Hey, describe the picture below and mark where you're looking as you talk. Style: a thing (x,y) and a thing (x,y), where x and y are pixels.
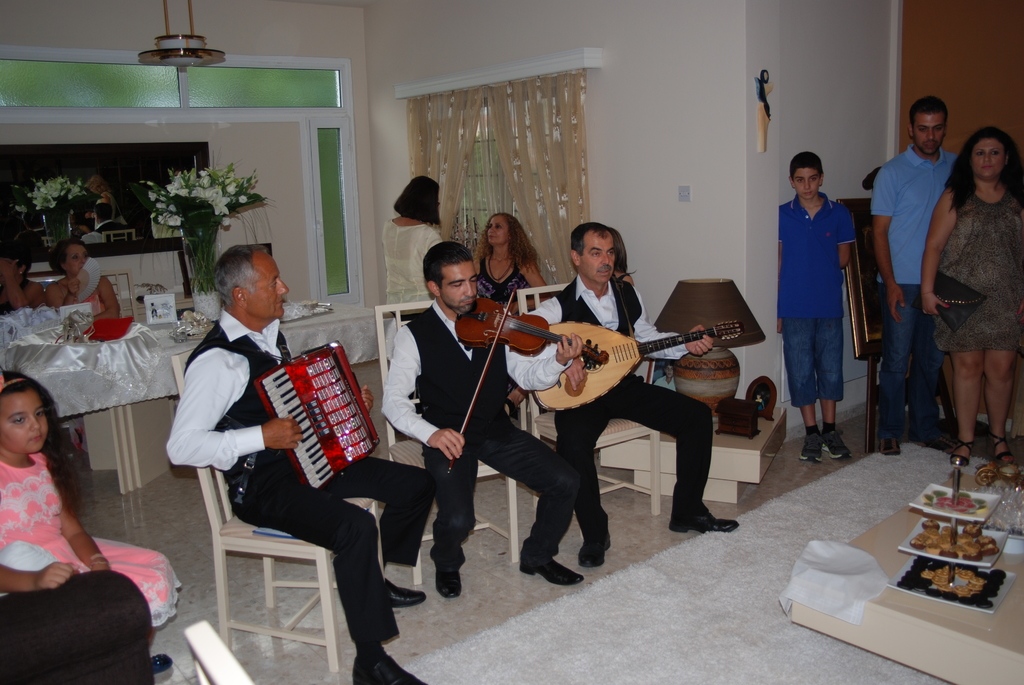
Here in this picture we can see three men (424,407) sitting on chairs (366,503) and playing musical instruments (290,451) present in their hands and we can see other people (12,443) also sitting and standing on the floor (216,594) over there and watching them and on the right side (972,556) we can see a table (910,609) with plates (911,550) of food (940,541) on it over there and behind them we can see table (131,347) over there and we can also see window (494,208) covered with curtains (453,112) and we can see flower vases (218,215) present over there and we can see light (202,62) on the roof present over there.
